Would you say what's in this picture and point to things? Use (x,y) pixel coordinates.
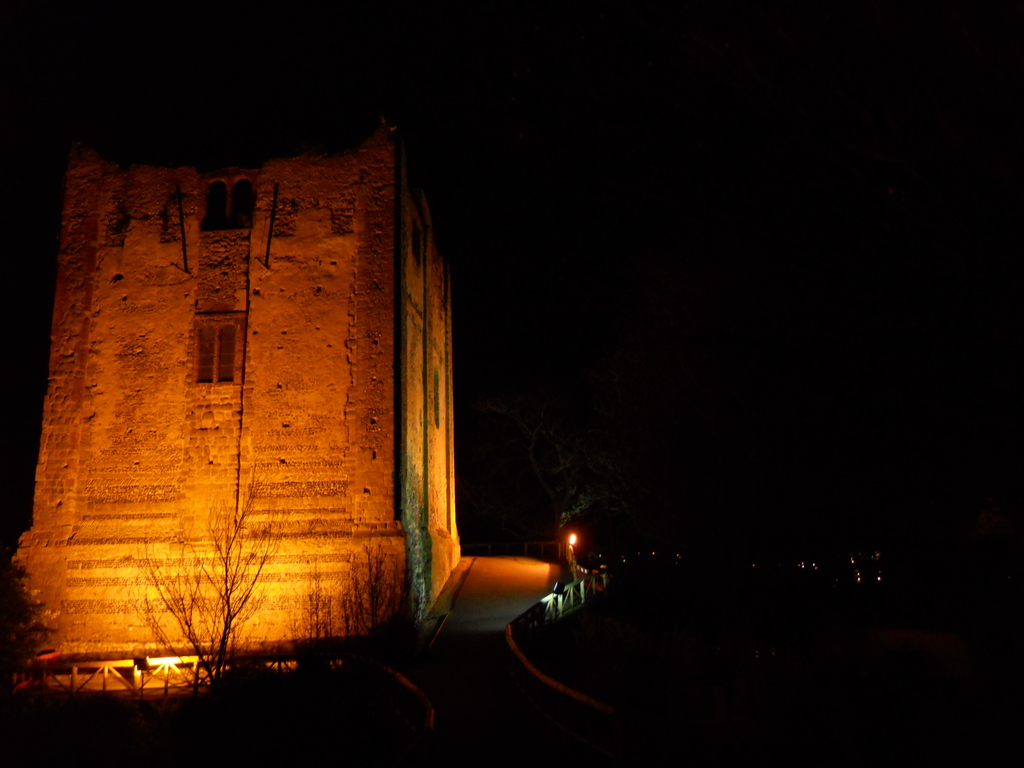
In this image there is a building (257,557), there are lights (142,662), there are trees (204,555), there is a tree (14,602) truncated towards the left of the image (5,553), the background of the image (751,103) is dark.
